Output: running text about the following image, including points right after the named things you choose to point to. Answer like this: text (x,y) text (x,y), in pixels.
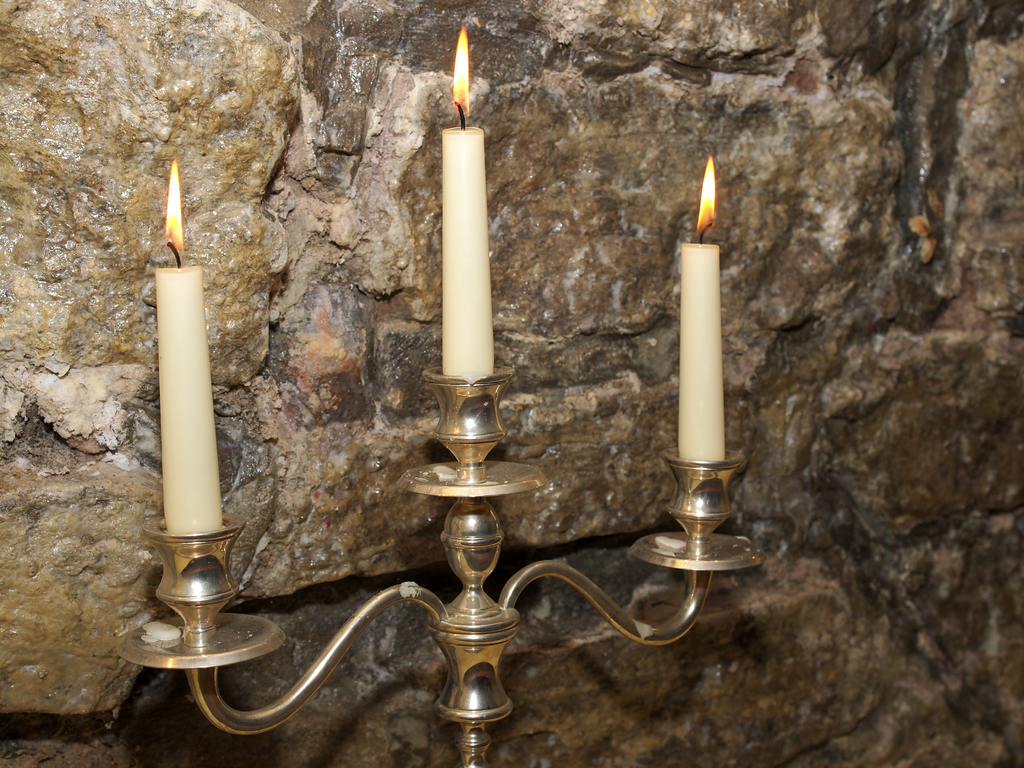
In the picture we can see a candle stand (711,512) with three candles (709,404) on it with fire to it and behind it, we can see a part of the wall (760,525) with rocks (835,210) to it.
